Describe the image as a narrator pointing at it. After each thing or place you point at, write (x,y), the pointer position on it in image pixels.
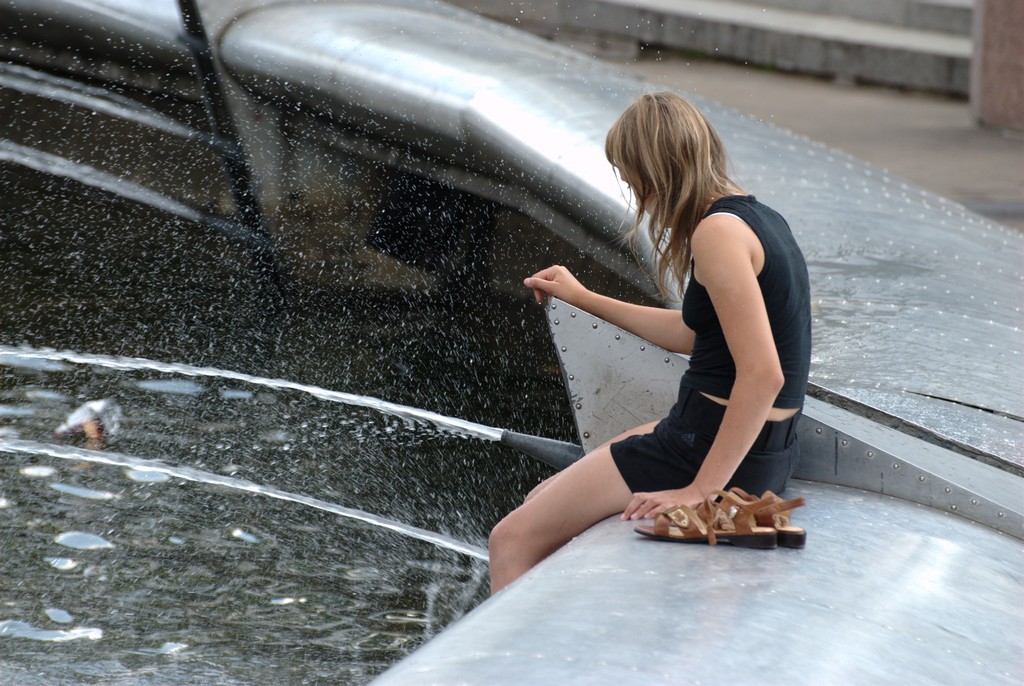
On the right side (751,259), there is a woman (750,246) in black color dress (797,297), sitting on a wall (827,525) on which, there are slippers (771,512). On the left side (192,393), there is water (177,419). In the background (936,157), there is a road (868,104) and a pillar (985,69).
